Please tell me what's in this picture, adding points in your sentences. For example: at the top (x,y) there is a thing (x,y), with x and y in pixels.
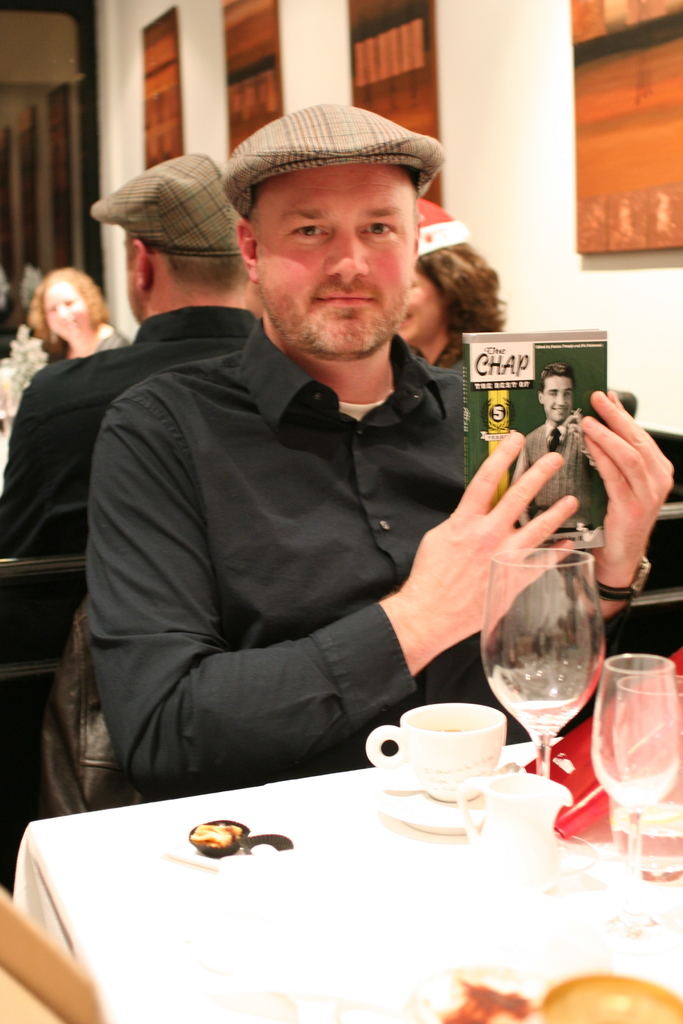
In this image I can see few people (285,445) sitting in-front of the table (204,796). I can see one person (197,575) with the black dress (225,478) and also cap (386,153). On the table (195,885) I can see the glasses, cups (436,728) and some objects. In the back (219,118) I can see the mirror (52,108). I can see few people (74,284) from the mirror (11,177). And I can see the person (455,431) holding something which is in green color.
